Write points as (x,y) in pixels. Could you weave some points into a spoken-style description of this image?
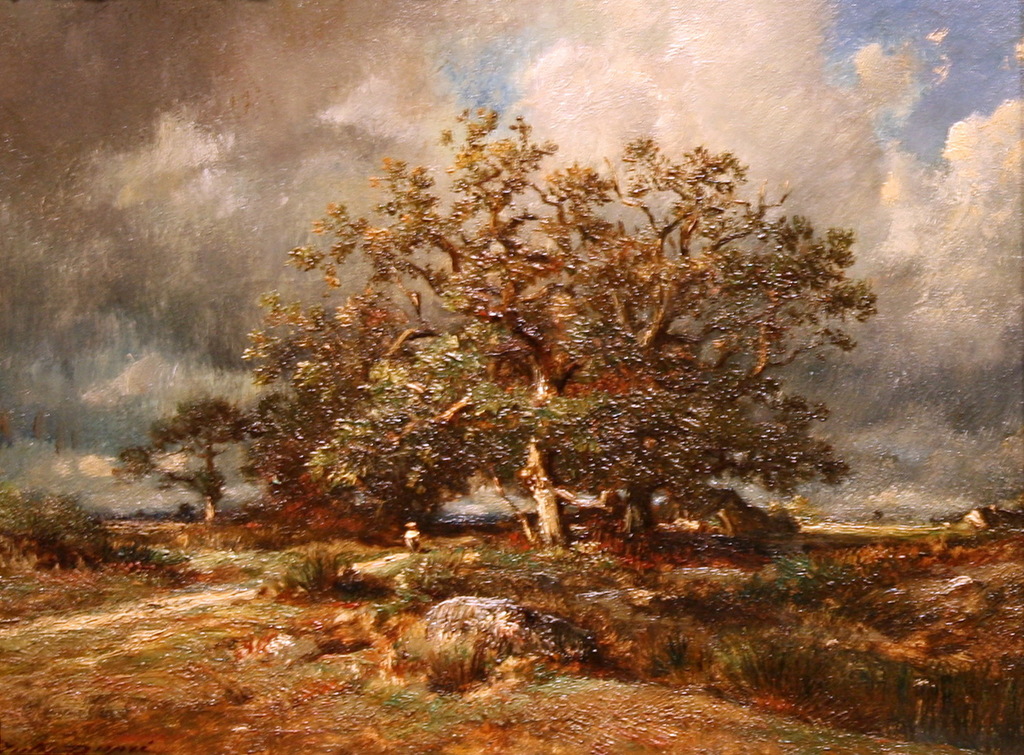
In this picture we can see trees (648,395) and plants (678,589). In the background (683,55) there is sky (861,149) with heavy clouds (864,351).
